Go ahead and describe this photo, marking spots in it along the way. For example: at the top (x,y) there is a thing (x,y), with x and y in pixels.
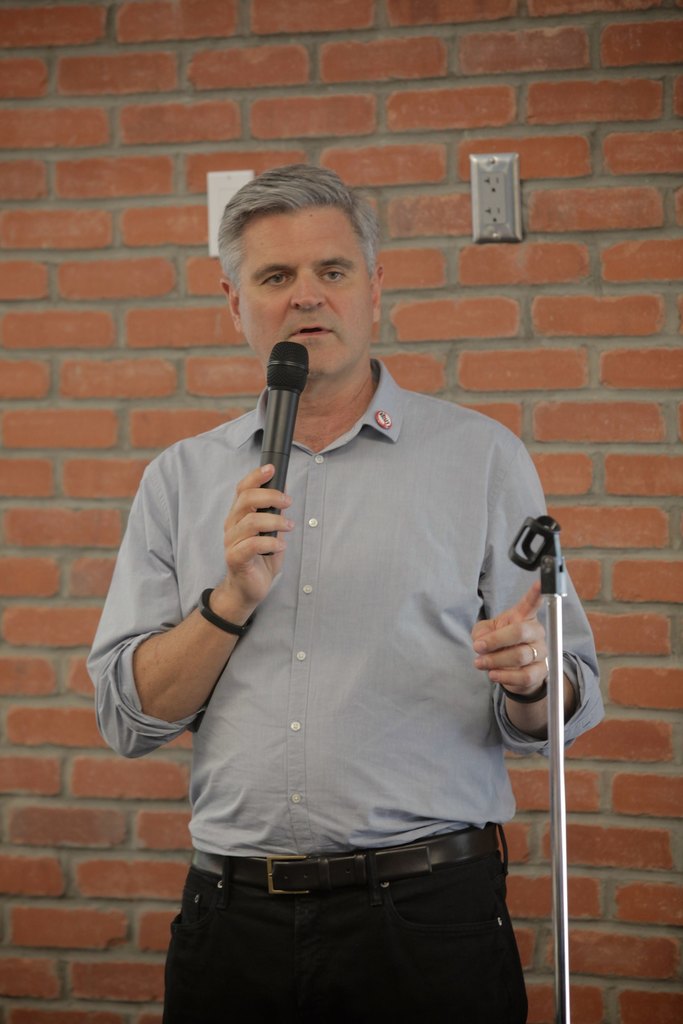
Here we can see a person (305,195) standing and holding a microphone (263,451) in his hands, and at back (292,72) here is the wall (117,277).
